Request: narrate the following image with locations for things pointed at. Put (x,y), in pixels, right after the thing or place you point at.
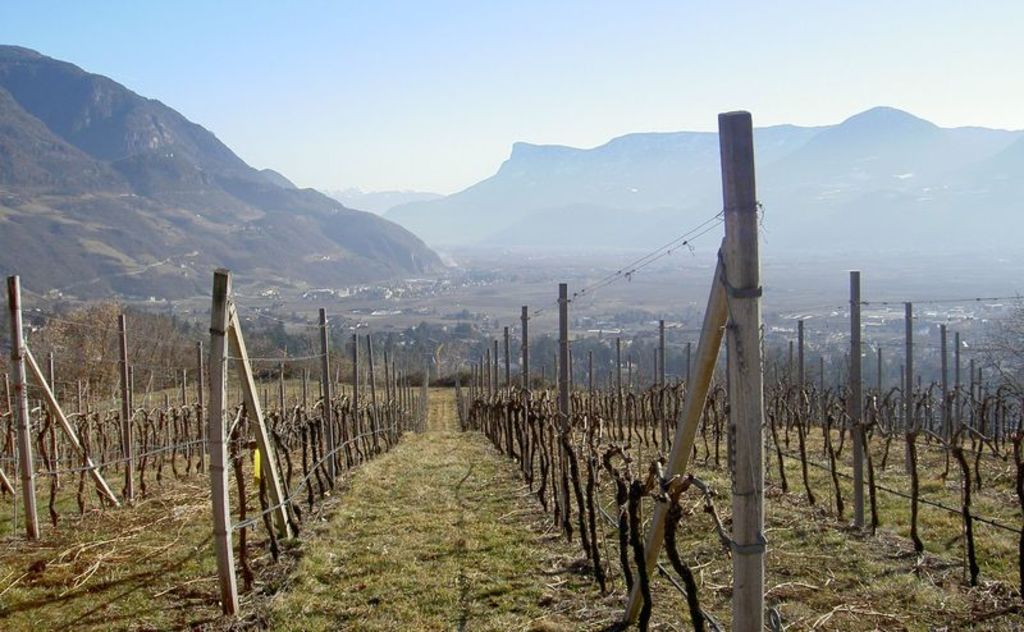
In this image we can see there is a grass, fence (726,168), trees (424,324), mountains (566,156) and the sky (765,31).
